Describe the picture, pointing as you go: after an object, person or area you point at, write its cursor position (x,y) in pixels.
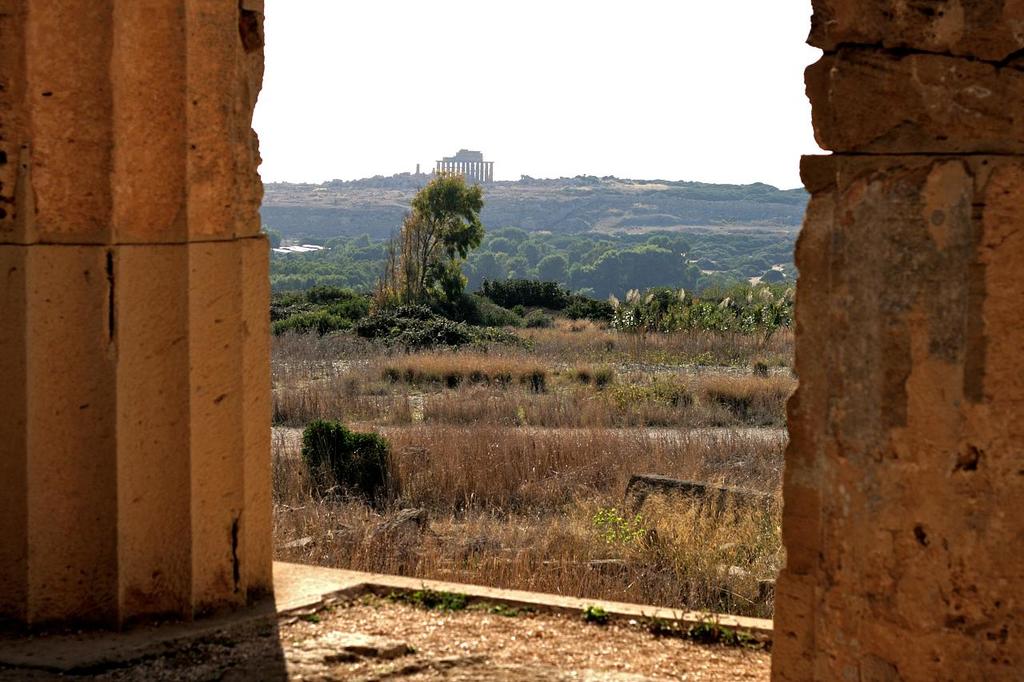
This image is clicked outside. In the front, we can see many trees (435,290) and plants (786,334) along with mountains (380,222). On the left (75,331) and right, there are walls (8,353). At the top (467,69), there is sky (398,88).
